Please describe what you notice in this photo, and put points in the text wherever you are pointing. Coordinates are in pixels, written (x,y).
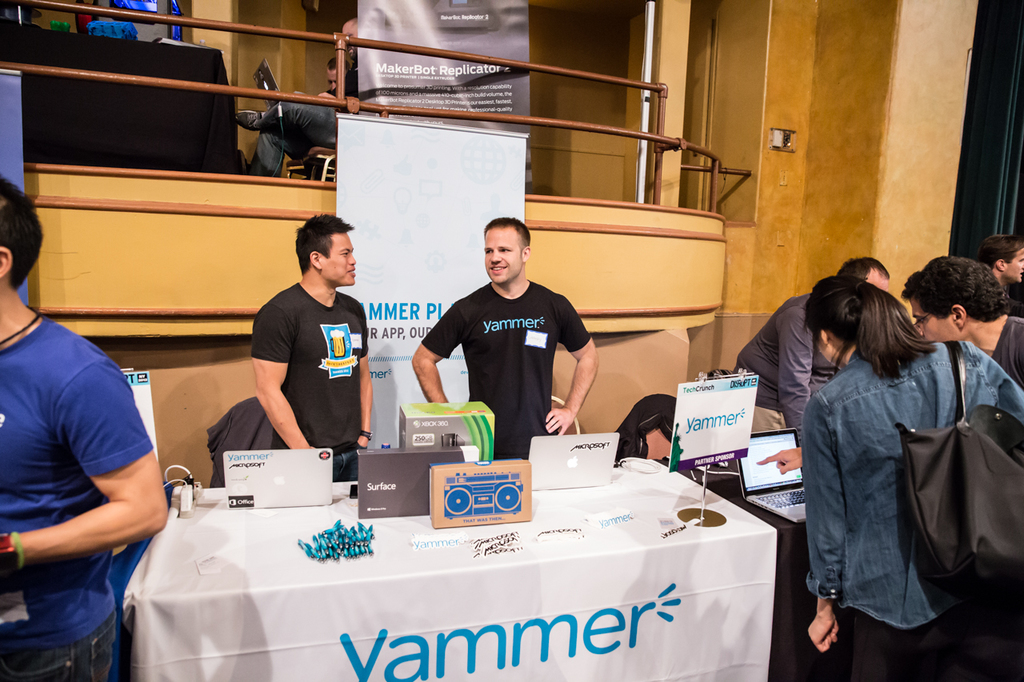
In this image I can see number of persons (860,438) are standing and I can see a white colored table (371,592) on which I can see a board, a laptop (608,444), few boxes (521,465) and a blue colored object (353,534). I can see another table (772,522) with a laptop (768,485) on it. In the background (410,167) I can see few banners (365,34), a person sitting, the cream colored wall (785,85) and few other objects (374,110).
